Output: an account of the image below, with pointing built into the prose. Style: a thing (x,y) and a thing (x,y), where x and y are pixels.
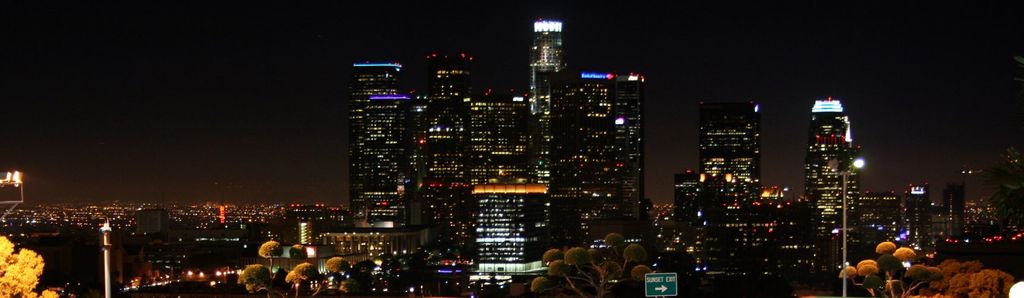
In this image, there is an outside view. In the foreground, there are some buildings (377,185). There are some trees (594,266) at the bottom of the image (610,262). In the background (299,70), there is a sky (798,48).
